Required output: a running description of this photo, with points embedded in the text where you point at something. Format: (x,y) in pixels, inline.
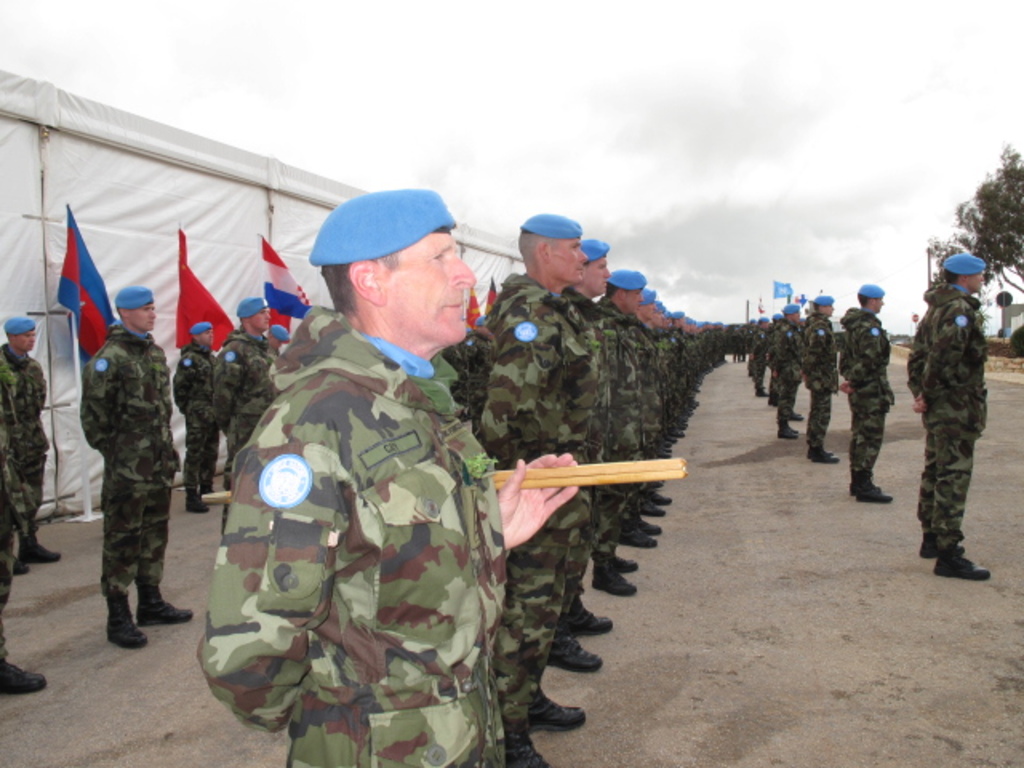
In this image there are people (795,399) standing on the land (805,639). There are wearing uniforms (281,429) and caps (538,233). Front side of the image there is a person (391,468) holding the sticks (576,473). Left side (286,284) there are flags (278,269) attached to the poles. Behind there is a wall (80,191). Right side there are trees (998,183). Top of the image (594,97) there is sky (684,183).
